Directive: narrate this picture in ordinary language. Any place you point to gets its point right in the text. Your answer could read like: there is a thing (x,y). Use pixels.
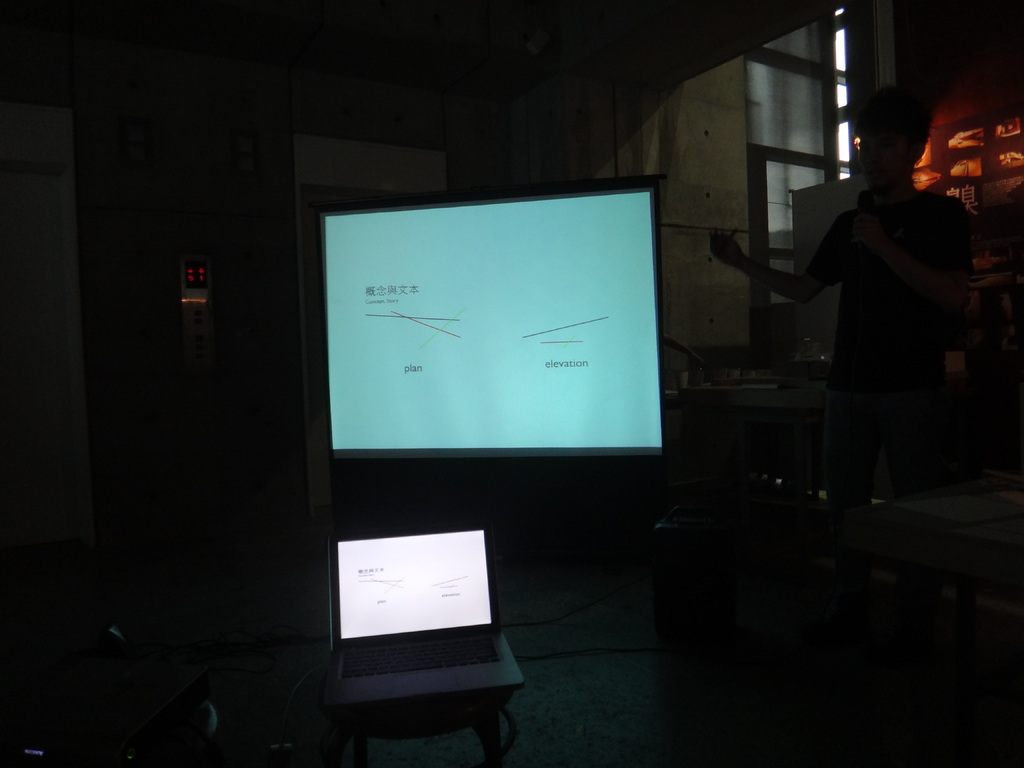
In this image, we can see a person (911,263) holding a microphone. We can see some screens (489,584). We can see the ground (651,655) with some objects (691,641). We can also see the wall (924,10) with some objects (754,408). We can also see some wires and an object (50,755) on the bottom left corner (279,664).
